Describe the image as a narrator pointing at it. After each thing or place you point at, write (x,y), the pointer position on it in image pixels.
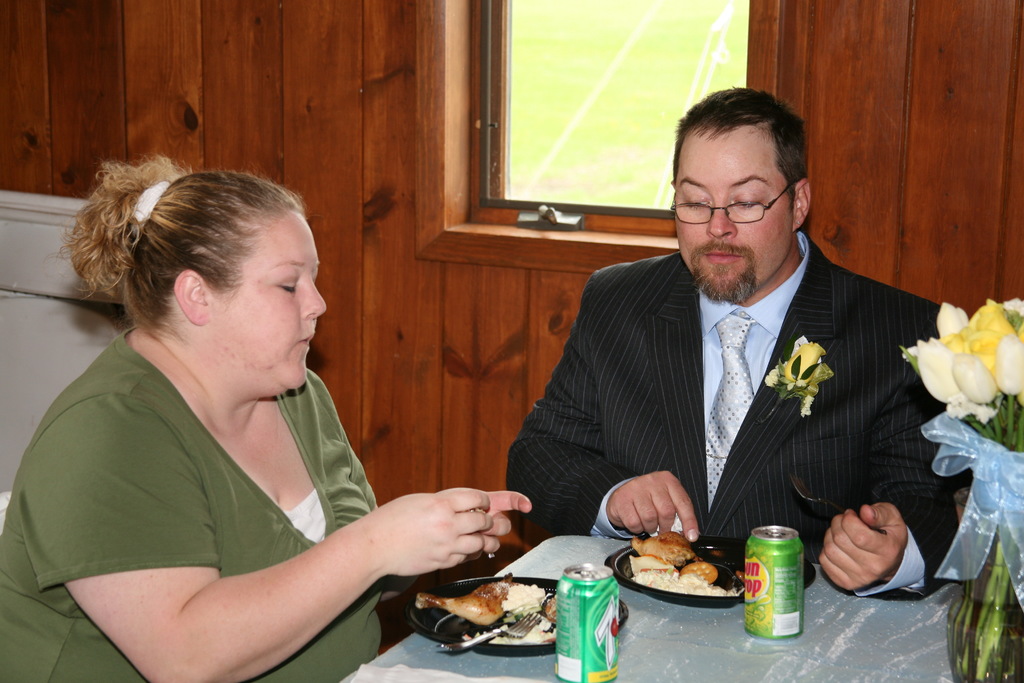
In this image we can see there are two persons (629,451) sitting on the chair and there is the table (709,634), on the table (690,633), we can see the plate (706,542) with some food items (687,572) and forks (486,635) and there are cans (606,586) and flower vase (974,628). And at the back (302,172) there is the wall (521,267) with the window (645,84) and there is a white color object (59,311).
